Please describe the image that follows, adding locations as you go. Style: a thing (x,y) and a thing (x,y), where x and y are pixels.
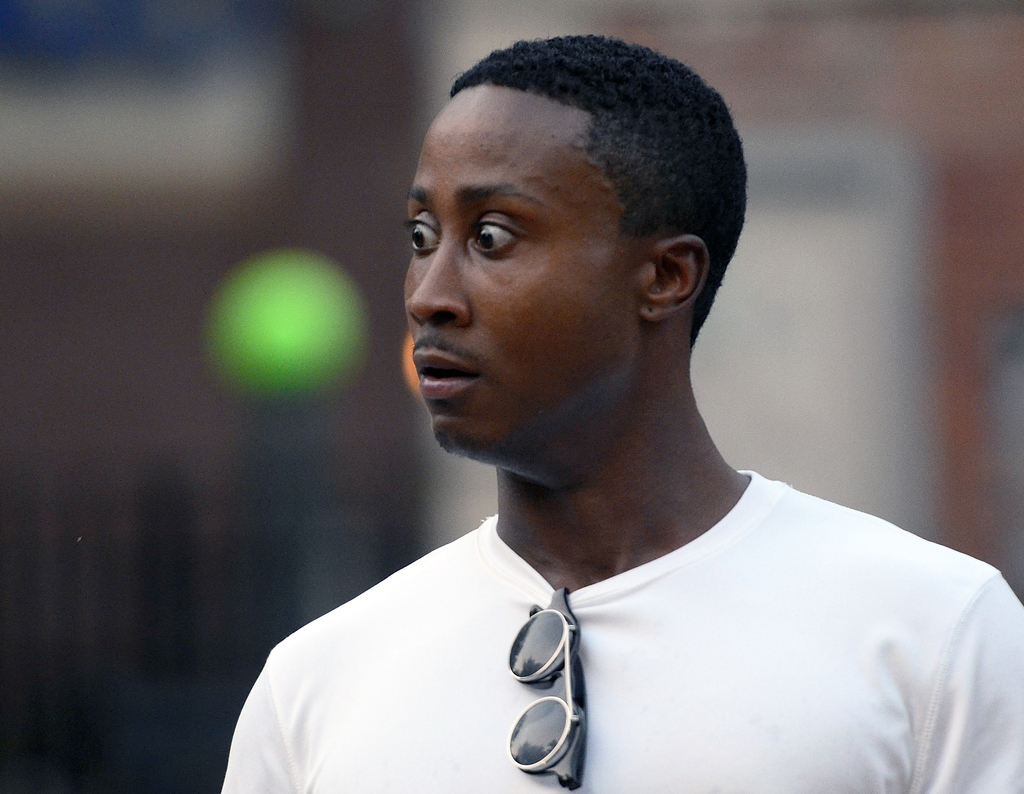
In this image we can see a person (604,450), also we can see sunglasses (579,682) on his t-shirt (635,642), and the background (376,529) is blurred.
